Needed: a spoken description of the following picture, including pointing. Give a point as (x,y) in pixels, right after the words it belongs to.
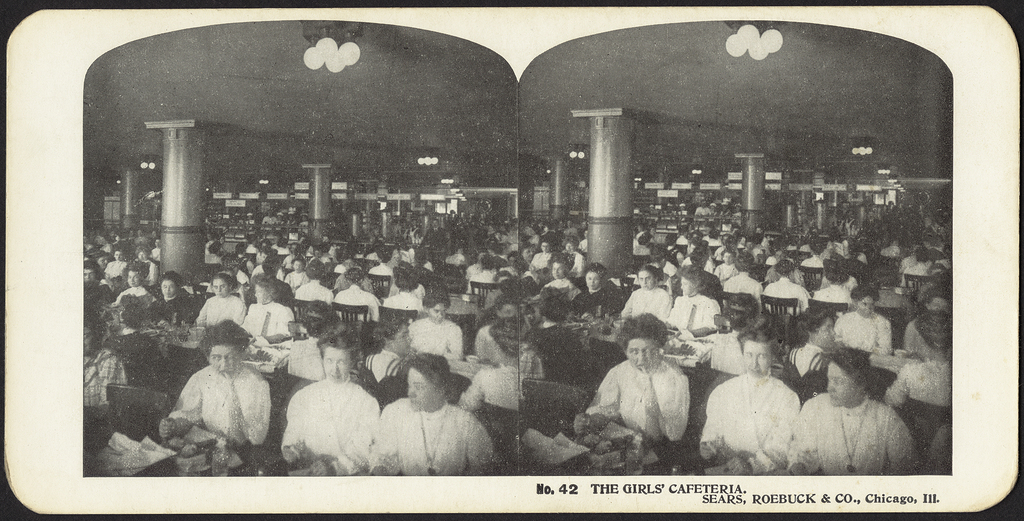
In this image there are group of persons (250,289) sitting. There is some text (852,498) written on the image at the bottom right (737,496) and there are lights (748,51) hanging on the roof (808,65). There are pillars (615,174).
